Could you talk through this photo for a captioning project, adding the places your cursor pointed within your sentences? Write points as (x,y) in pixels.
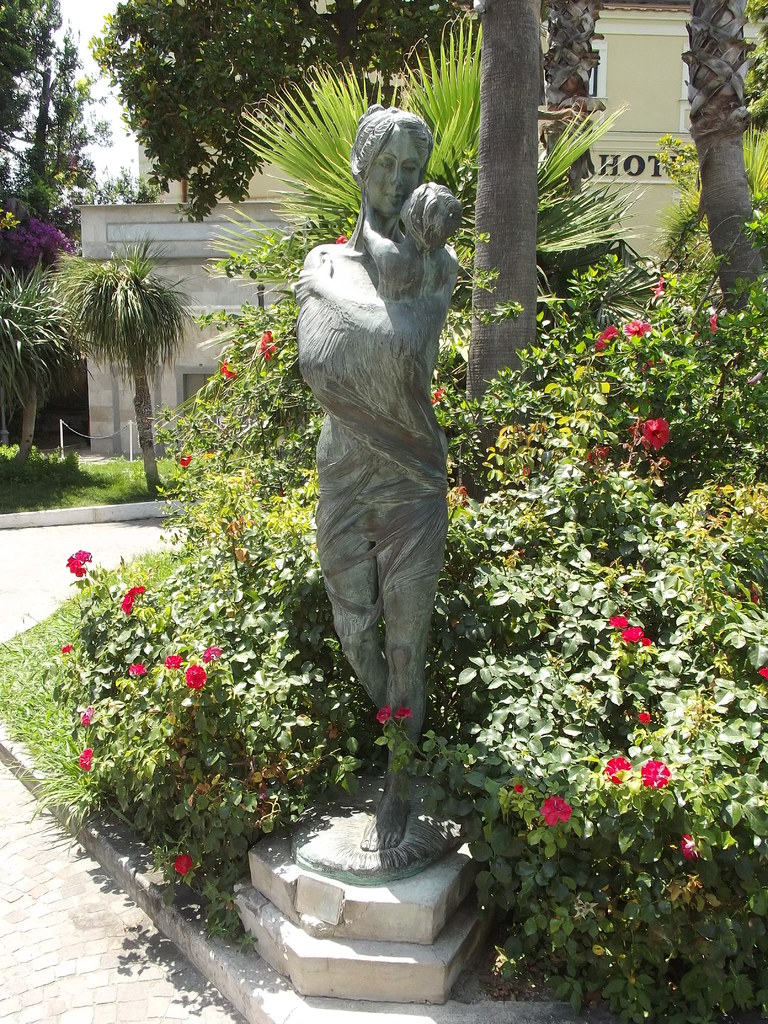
In this image we can see a statue (397,823) and some flowers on plants (488,740). In the background (151,355), we can see a group of trees (140,426), grass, building (668,94) with some text (656,160) and the sky (81,69).
